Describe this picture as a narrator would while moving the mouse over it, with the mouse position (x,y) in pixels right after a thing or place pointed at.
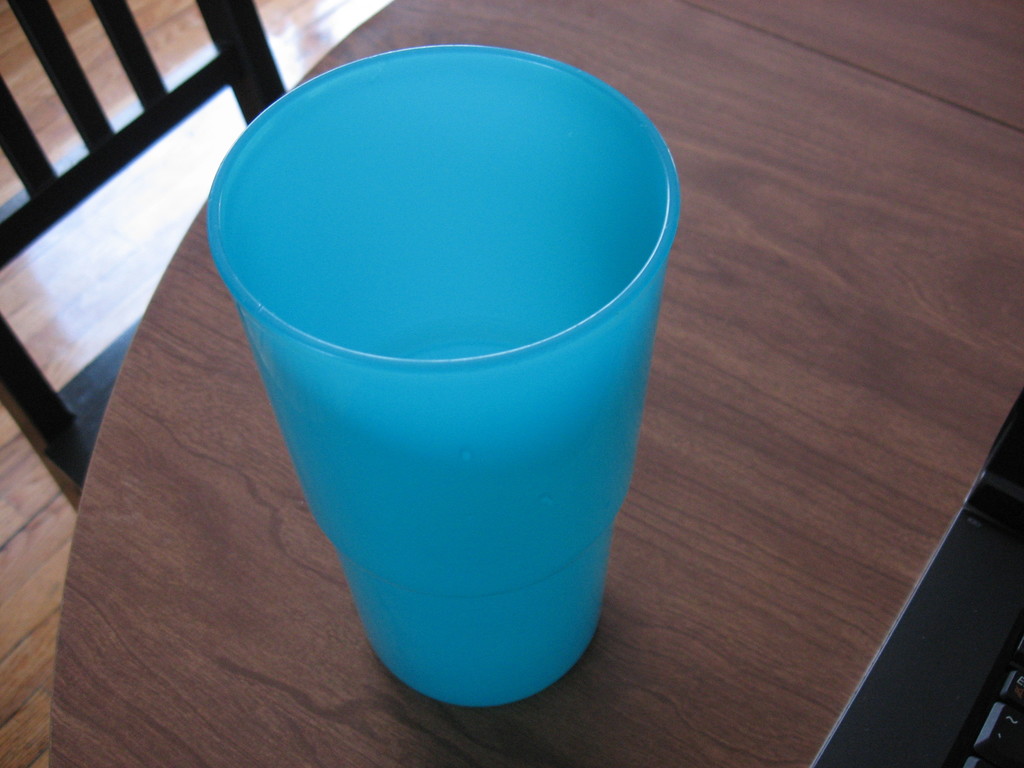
In this picture there is a device (986,564) and there is a glass (625,376) on the table (1009,118). At the back (220,33) there is a chair (225,55). At the bottom (54,586) there is a floor (9,618).
